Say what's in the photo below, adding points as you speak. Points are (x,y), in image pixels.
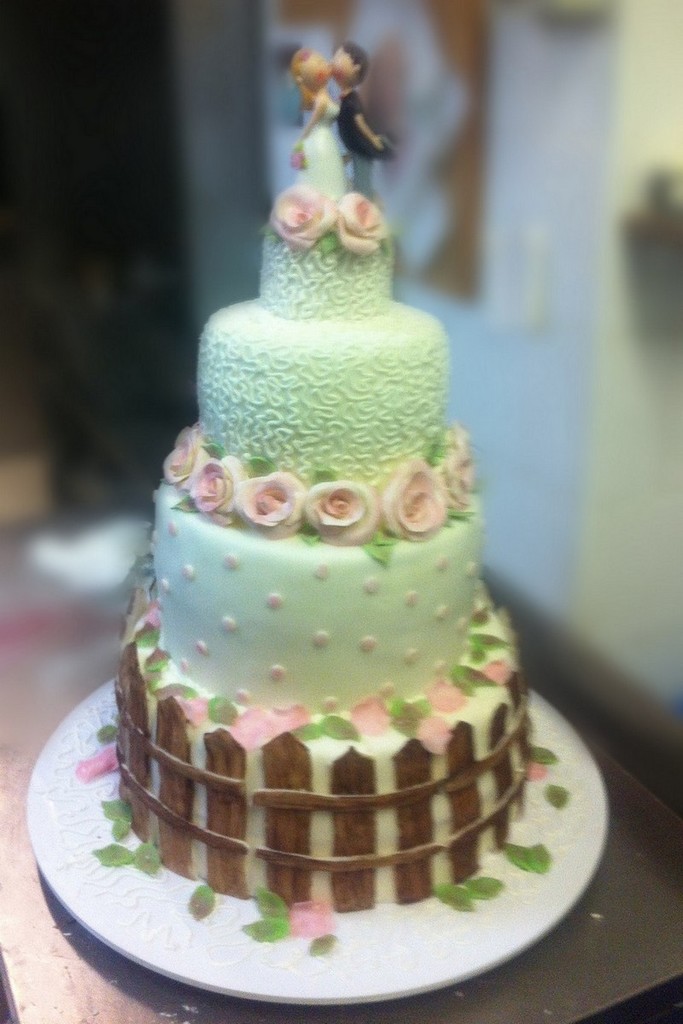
There is a cake (290,749) on a cake base (512,913). It is on a platform (599,874). In the background (547,301) it is blur. On the top of the cake (364,802) there is a toy (323,119) of a man (344,110) and woman (332,119). Also there are flower decorations (302,535) on the cake (312,739).
